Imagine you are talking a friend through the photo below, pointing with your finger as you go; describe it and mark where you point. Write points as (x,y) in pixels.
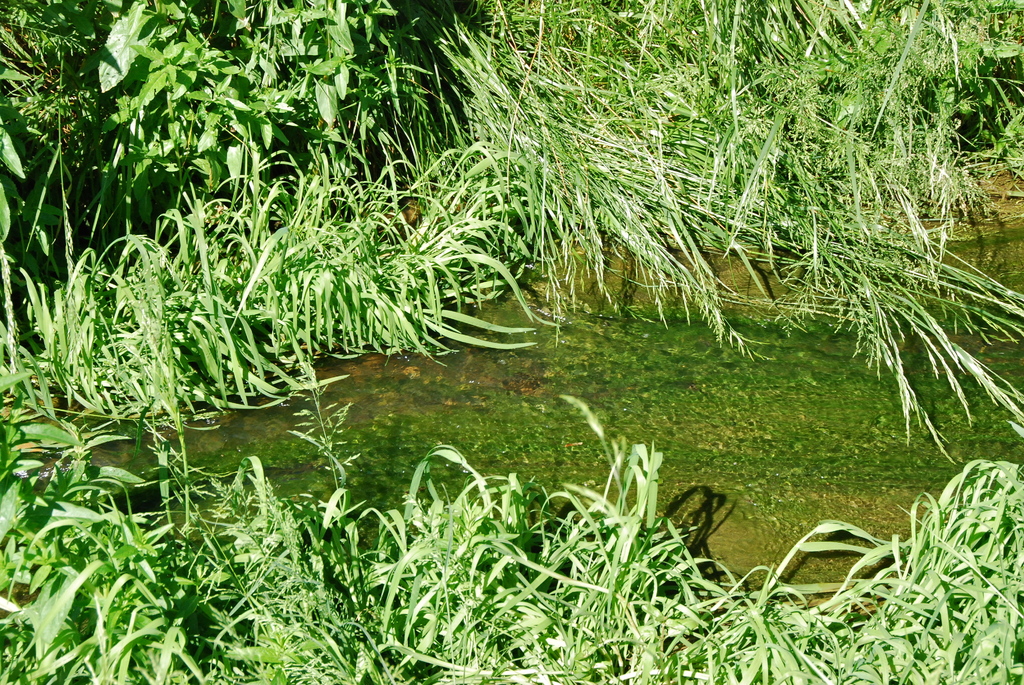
In this image, we can see green grass (212,247) and some plants (22,76), we can also see the water (1018,380).
